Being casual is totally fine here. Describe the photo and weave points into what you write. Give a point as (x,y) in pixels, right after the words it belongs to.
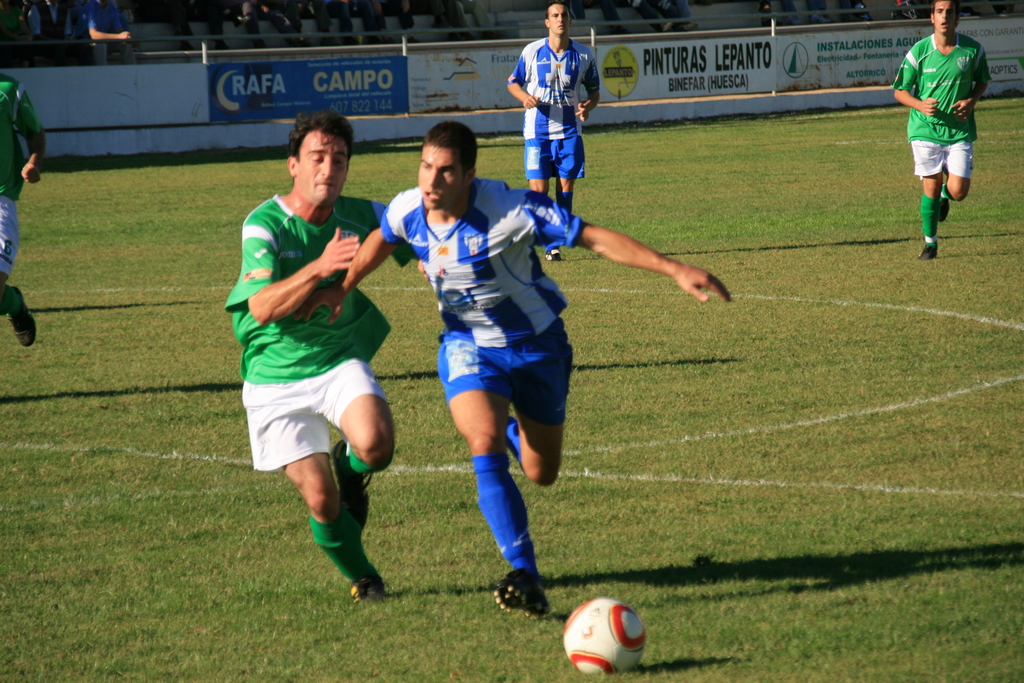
In this image we can see a group of people (449,316) wearing dress (535,111) are running on the grass field (452,504). In the foreground (600,653) we can see a ball (600,637). In the background (876,71), we can see group of audience (117,30) and sign boards (745,43) with some text (392,108).
